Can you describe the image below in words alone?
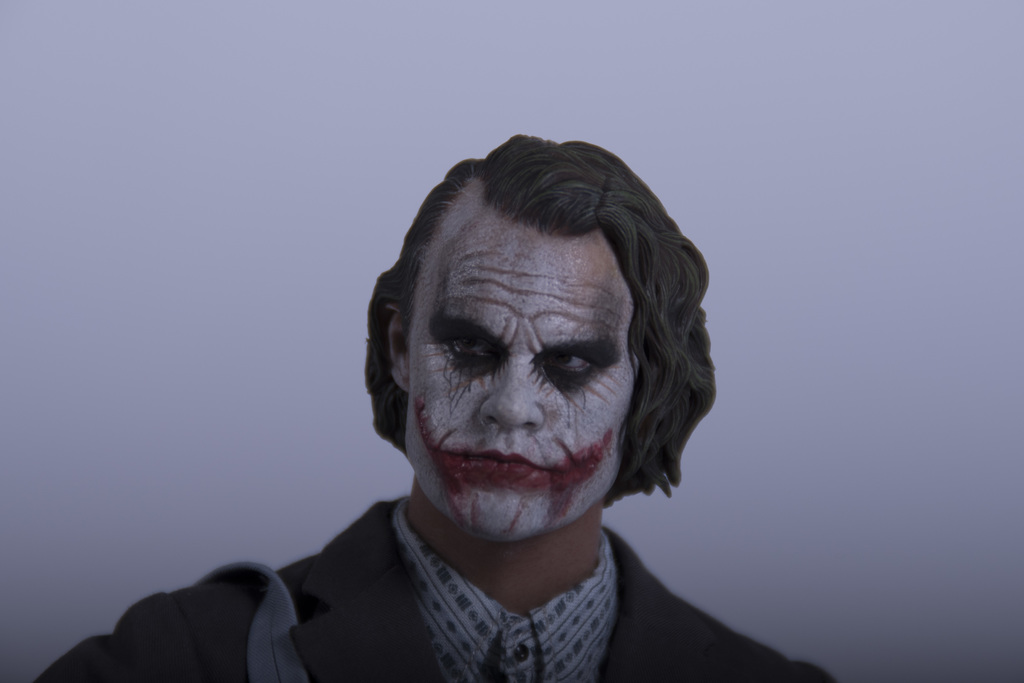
In this picture we can see a person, he is wearing a black color jacket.
